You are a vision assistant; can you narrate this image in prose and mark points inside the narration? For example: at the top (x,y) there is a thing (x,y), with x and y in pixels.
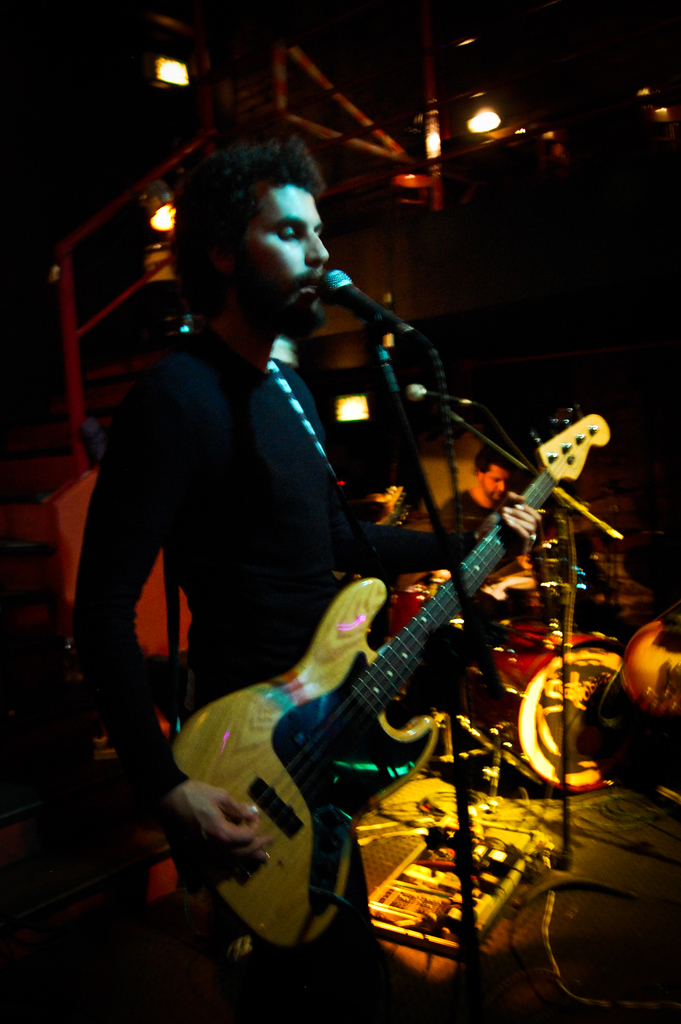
This man (255,383) is playing guitar (343,729) and singing in-front of mic (373,311). On top (481,116) there are lights (478,124). This person (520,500) is playing these musical instruments (580,678).
